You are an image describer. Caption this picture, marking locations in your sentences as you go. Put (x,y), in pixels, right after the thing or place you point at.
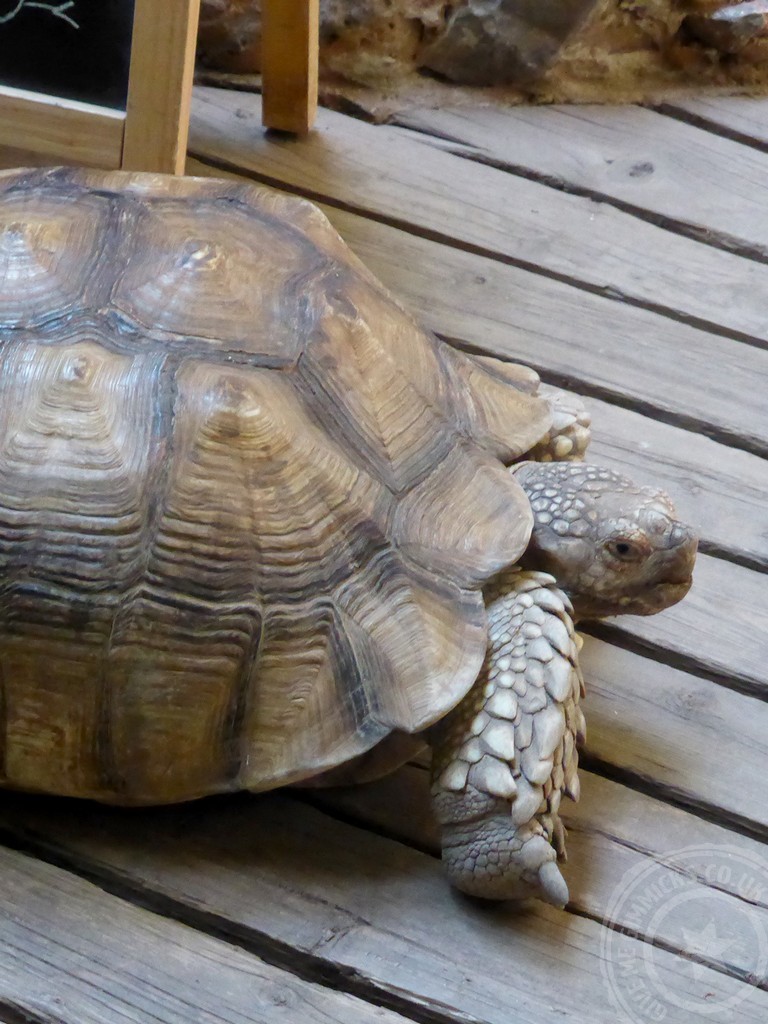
On this wooden surface (730,590) we can see a tortoise (242,303) facing towards the right side of the image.
